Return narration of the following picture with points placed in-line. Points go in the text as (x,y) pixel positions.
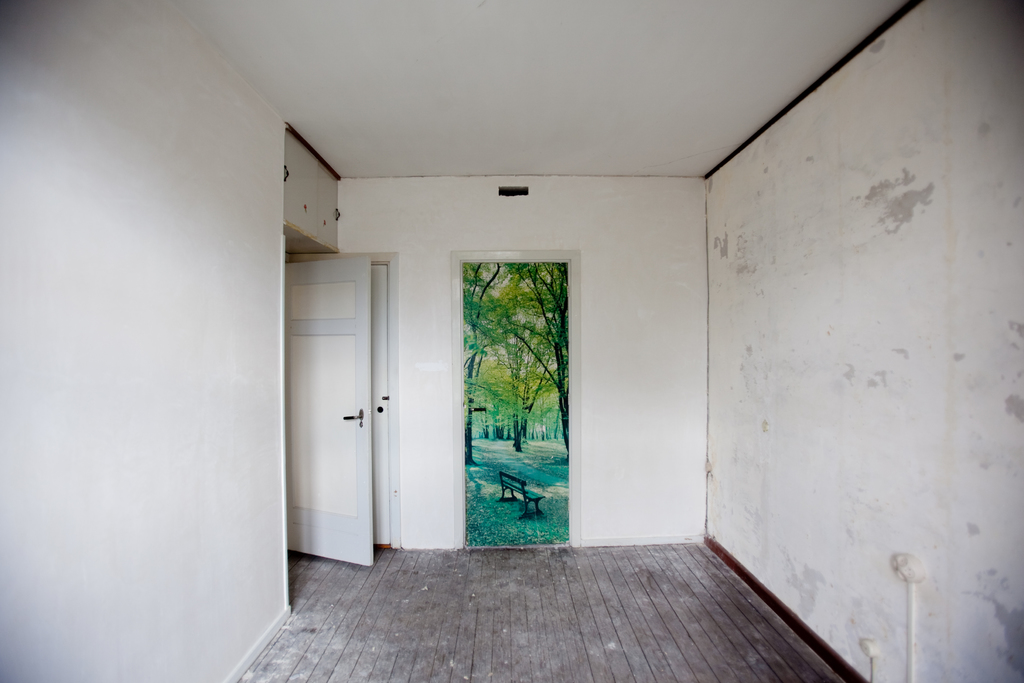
There is a frame (579,453) attached to the wall (634,311) as we can see in the middle of this image (535,362), and there is a door (328,351) on the left side of this image (309,379).
